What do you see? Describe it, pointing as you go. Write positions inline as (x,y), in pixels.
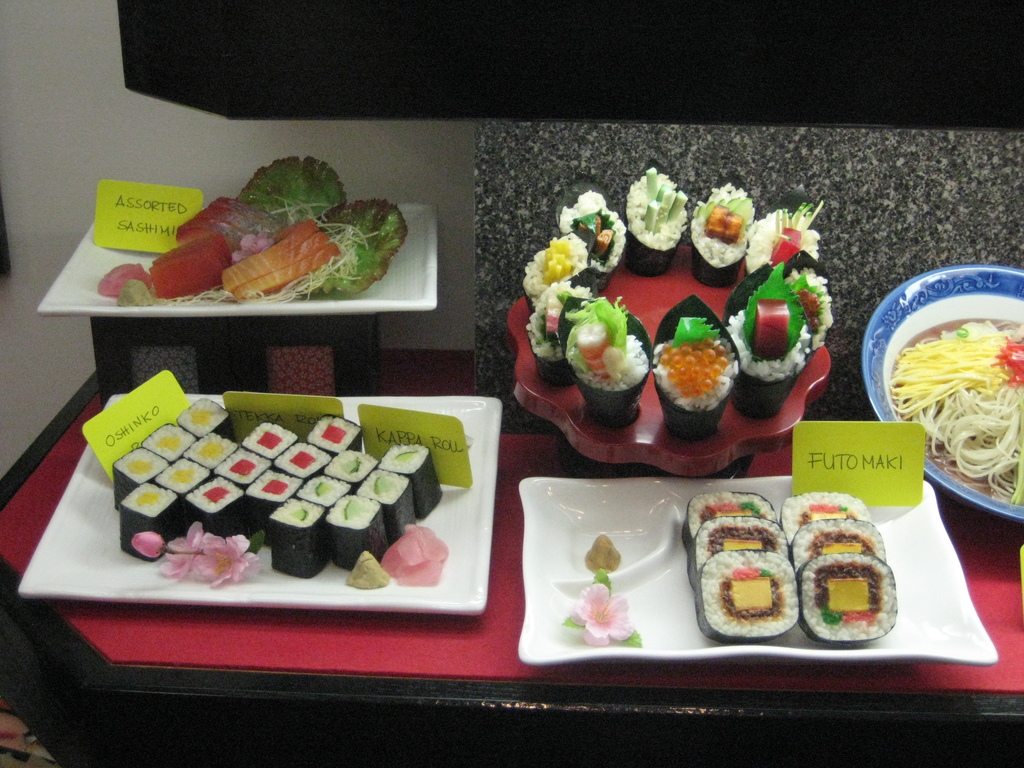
In this image we can see different food items (168,277) in plates (936,647) on the table (936,753). In the background of the image (61,115) there is a wall (365,145).
